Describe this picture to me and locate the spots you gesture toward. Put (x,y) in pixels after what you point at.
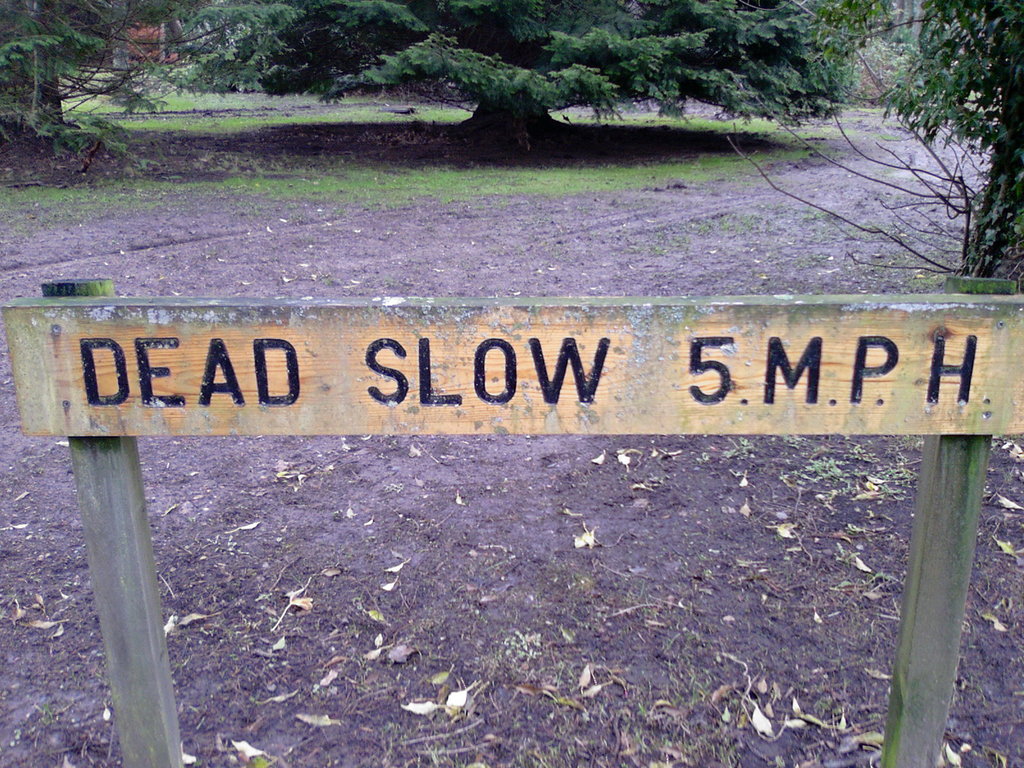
In the picture I can see something written on a wooden object (477,387). In the background (521,181) I can see trees (481,114), the grass (547,183) and leaves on the ground (498,441).
